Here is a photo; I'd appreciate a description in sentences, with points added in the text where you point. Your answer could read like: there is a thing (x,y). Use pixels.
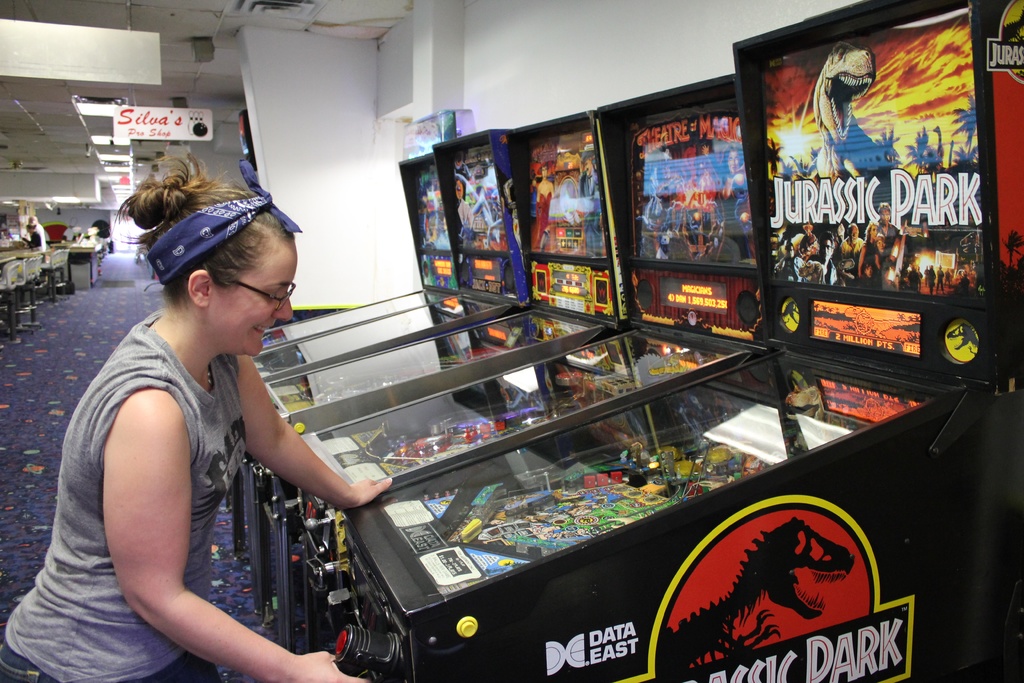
Here we can see a woman (209,522). She has spectacles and she is smiling. There are gaming machines (659,428). This is floor (67,385). In the background (334,268) we can see a wall (313,152), board (180,132), and lights (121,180).
